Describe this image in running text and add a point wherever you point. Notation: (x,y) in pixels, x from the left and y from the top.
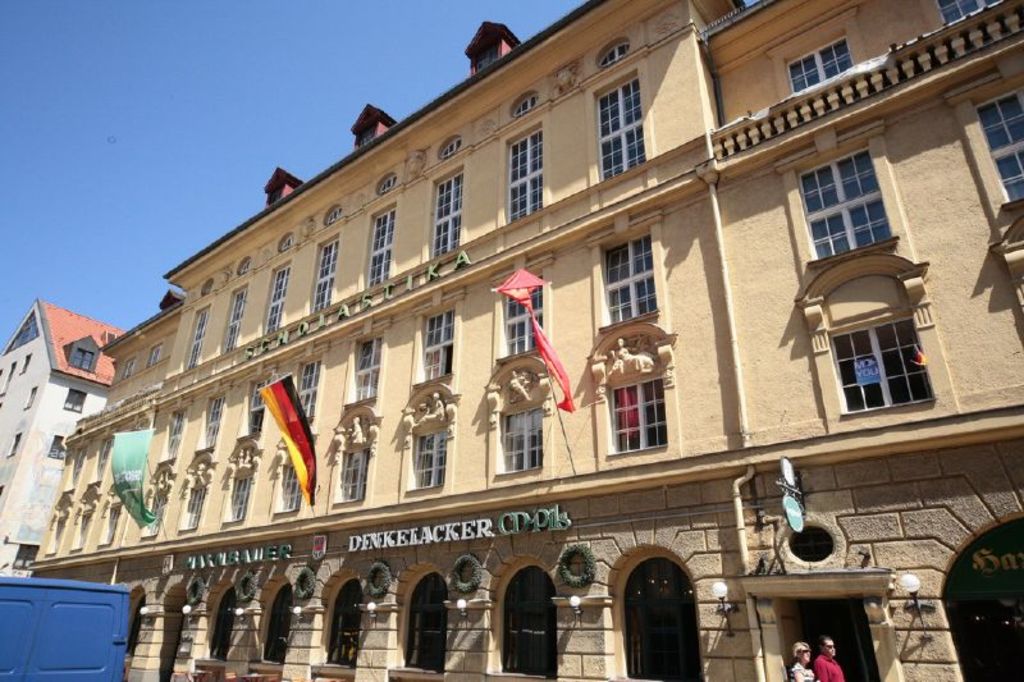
In this image, there are buildings (487,451) with windows (429,445), name boards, lamps (575,602) and I can see the flags (513,297) hanging. At the bottom right side of the image (833,666), there are two persons (803,669). At the bottom left corner of the image (101,666), I can see an object (71,596). In the background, there is the sky (77,134).
